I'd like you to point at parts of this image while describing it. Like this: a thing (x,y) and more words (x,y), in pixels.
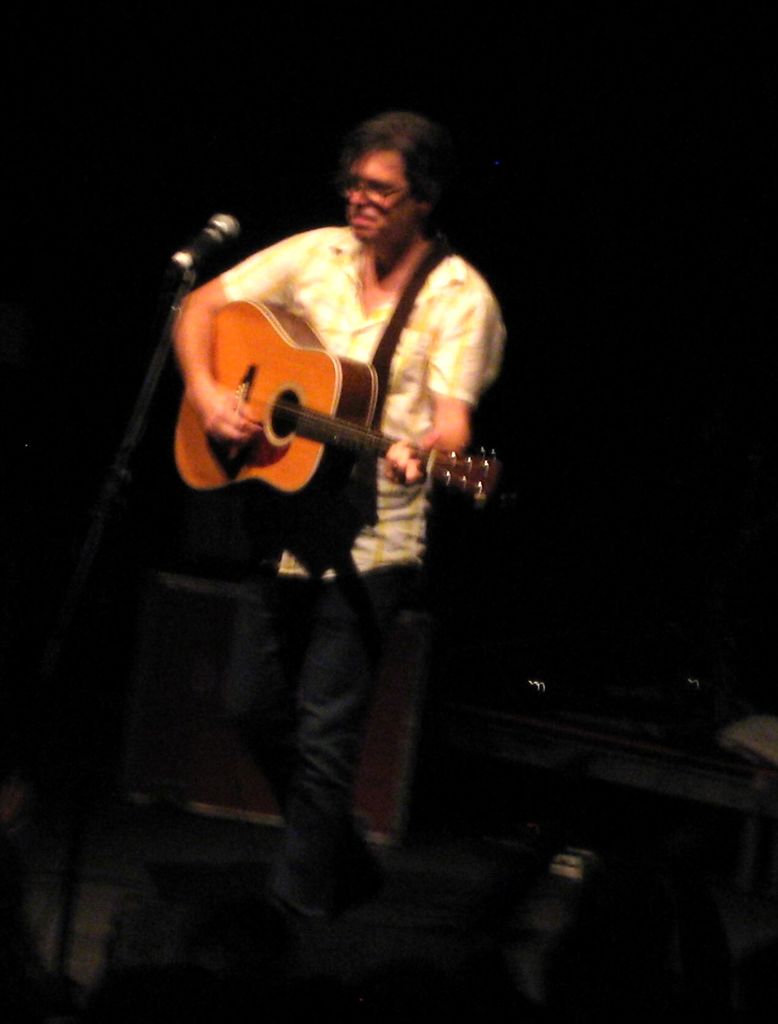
As we can see in the image there is a man (397,438) holding guitar (348,434). In front of him there is a mic (188,289).
